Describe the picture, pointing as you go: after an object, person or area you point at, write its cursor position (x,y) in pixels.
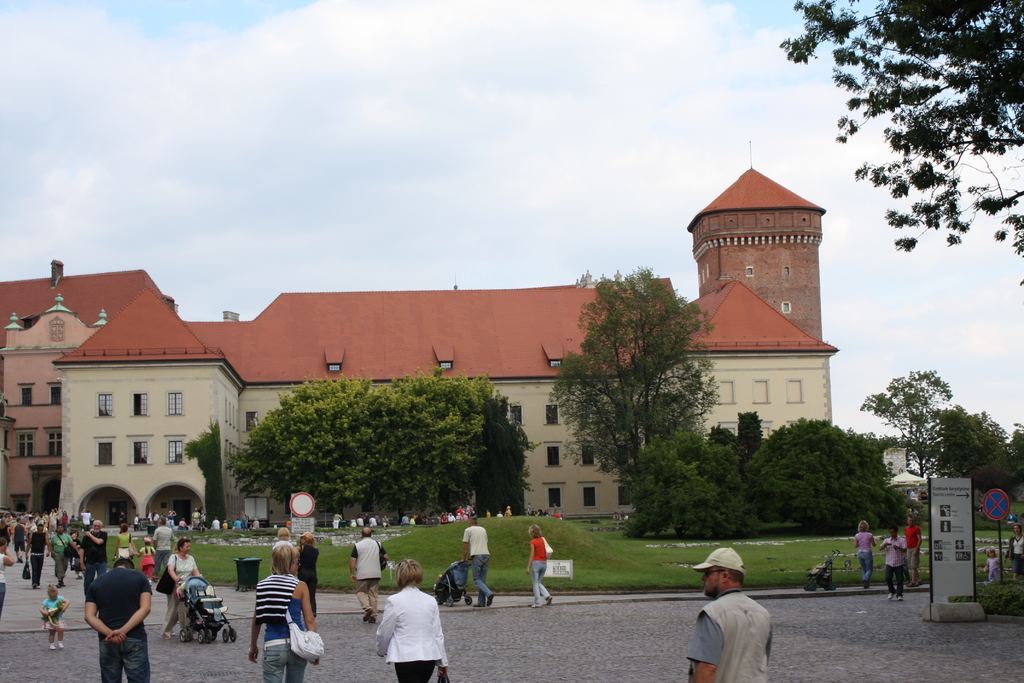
In this image in the center (496,430) there is a house (742,402) and some trees (626,475) and also there are a group of people (312,611), at the bottom (865,628) there is a walkway (837,628). On the right side (1002,506) there are some boards (940,549) and pole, in the center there is grass (665,550). On the top of the image (905,173) there is sky (965,157).
